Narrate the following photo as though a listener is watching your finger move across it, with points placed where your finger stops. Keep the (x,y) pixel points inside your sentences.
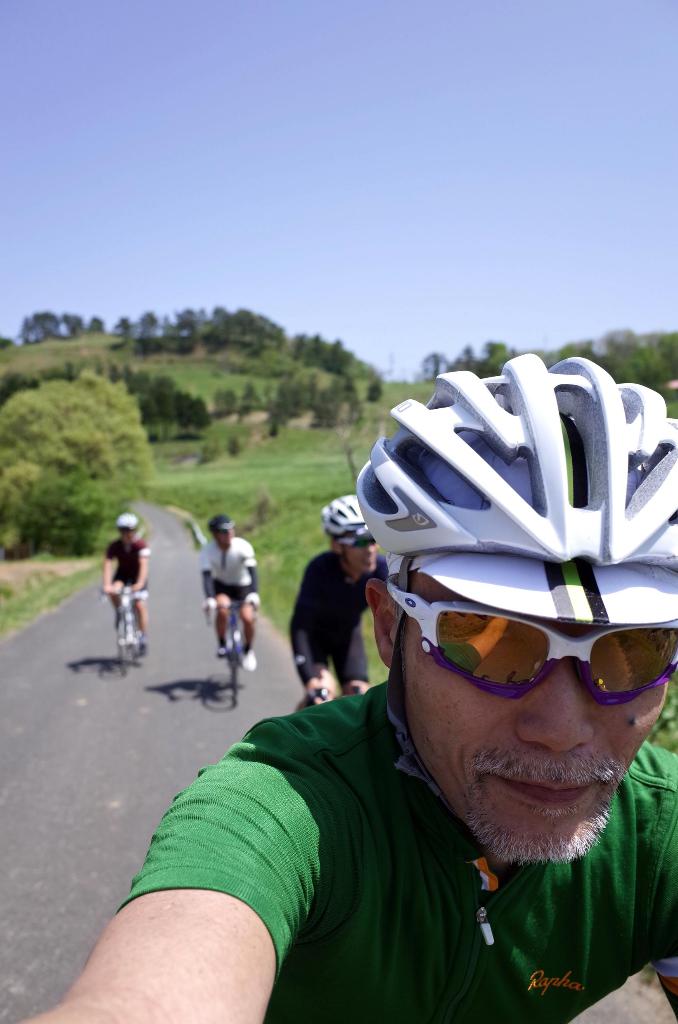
In this image there are four persons (317,682) who are sitting on a cycle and they are wearing helmet (474,511) and goggles (463,657). In front of the image there is one person (446,646) who is wearing green shirt (339,864) and on the background (246,176) there is sky (202,169) and in the middle of the image (273,353) there are trees (198,423) and grass (267,488) is there.
